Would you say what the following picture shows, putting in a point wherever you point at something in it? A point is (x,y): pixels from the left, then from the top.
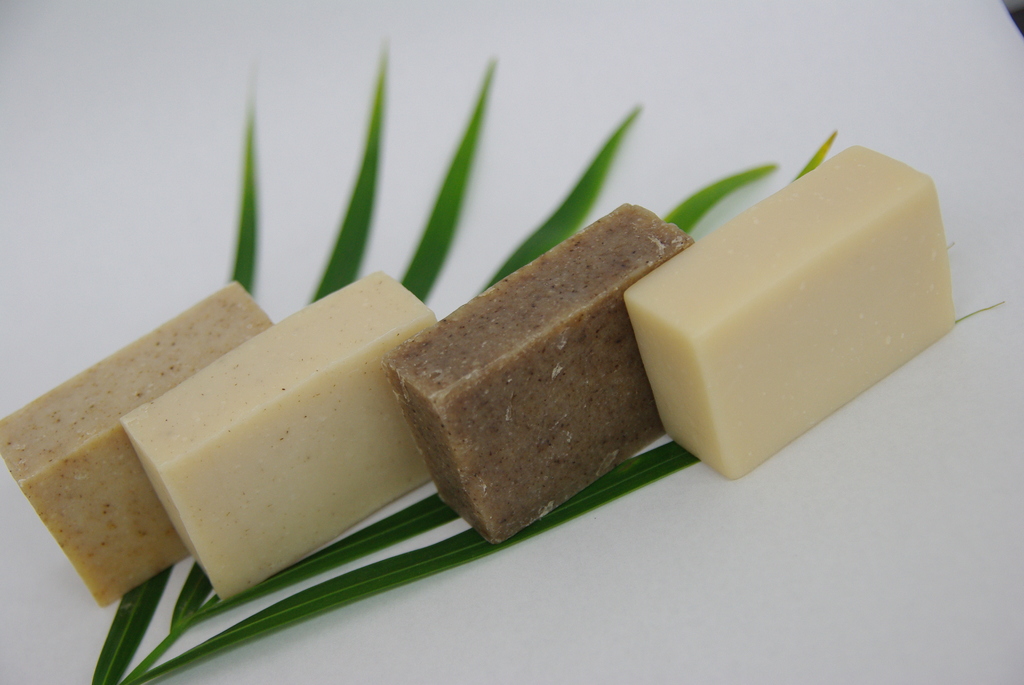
In this image, we can see some soap bars (629,304) and a leaf (660,464) on the white colored surface (460,637).
